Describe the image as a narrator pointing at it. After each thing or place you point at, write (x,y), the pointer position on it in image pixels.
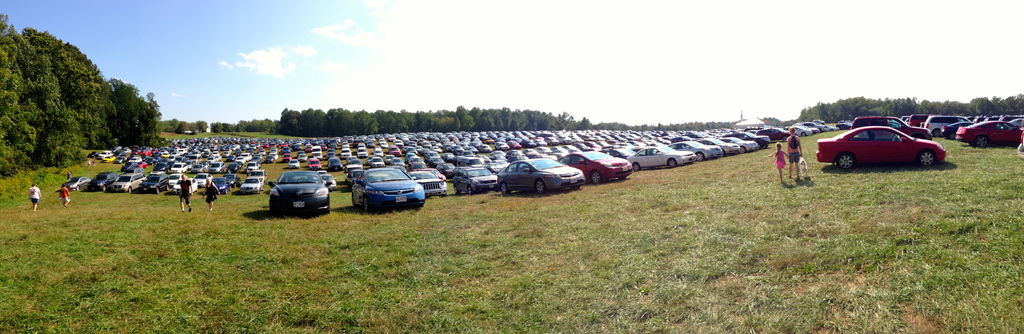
This picture might be taken from outside of the city and it is sunny. in this image, on the right side (890,148), we can see some cars (890,148) which are placed on the grass (959,207), we can see two people (796,153) are walking on the grass (244,233). On the left side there are group of people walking on the grass (185,260), trees (12,125). In the background (406,141), we can see some cars (379,142), trees (207,130). On the top (614,62), we can see a sky (608,100), at the bottom (730,242), we can see a grass (541,266).
